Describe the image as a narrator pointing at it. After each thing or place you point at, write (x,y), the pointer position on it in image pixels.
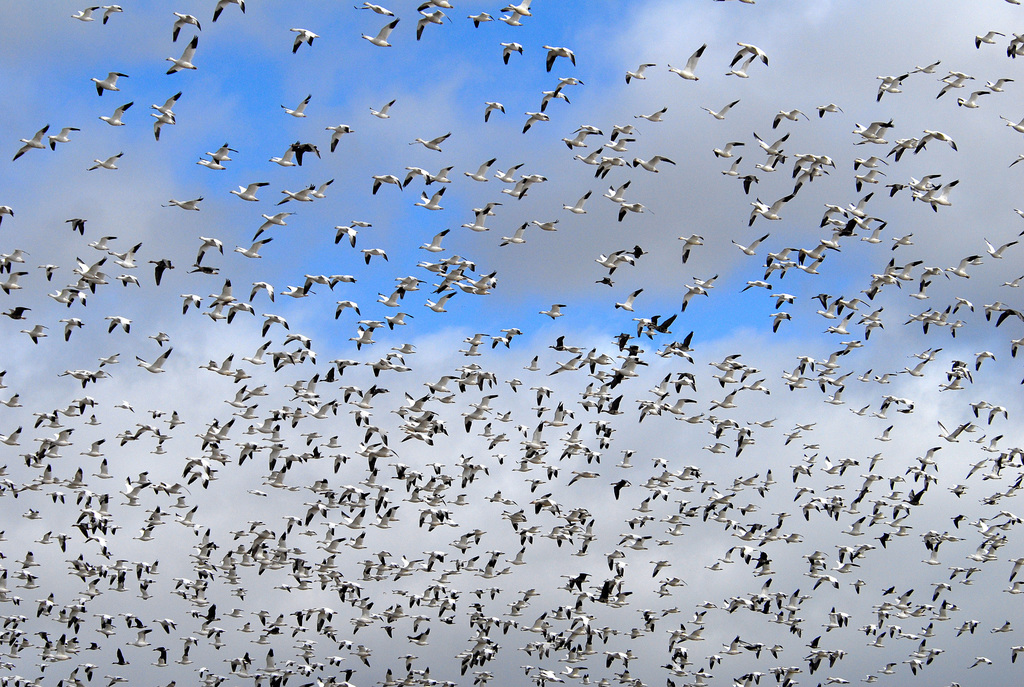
In the picture I can see many birds (387,258) are flying in the air (455,374) and the sky (626,418) is a bit cloudy.
